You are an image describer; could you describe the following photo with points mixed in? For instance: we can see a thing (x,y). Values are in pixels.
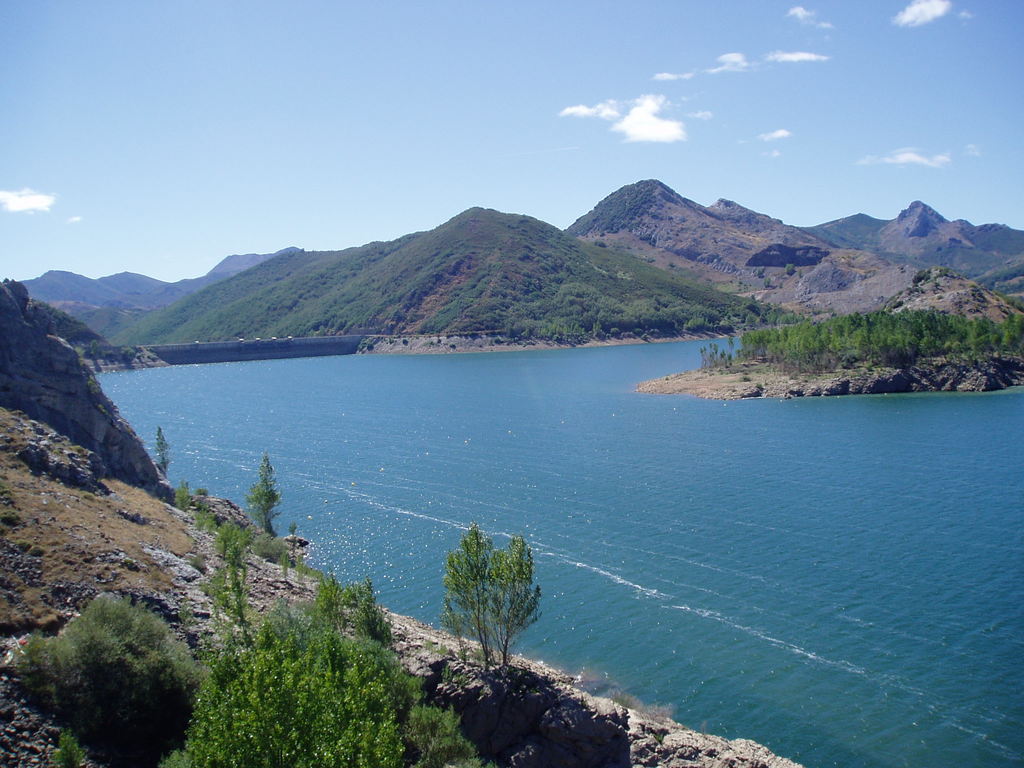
In the image we can see mountains (693,278), trees (583,302), grass (41,515), water (578,481) and cloudy pale blue sky (504,122).
